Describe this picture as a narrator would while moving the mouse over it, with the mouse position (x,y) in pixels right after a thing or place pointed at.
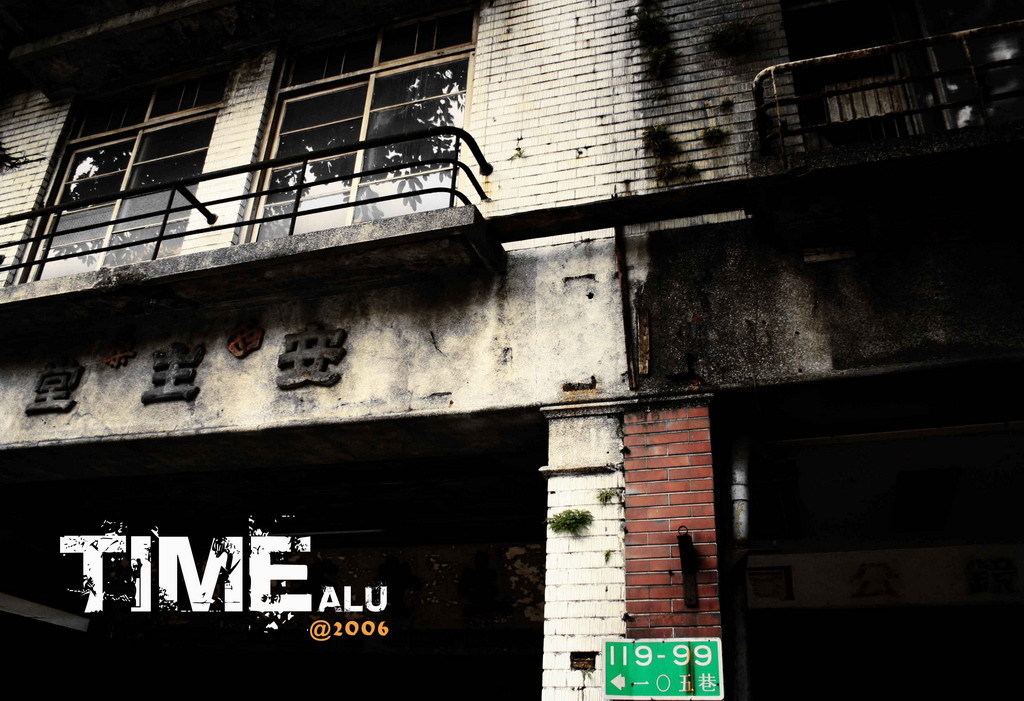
In this picture I can see a building (306,414) and a board (651,654) with some text (668,676). I can see text (160,600) at bottom left corner of the picture (176,549).
